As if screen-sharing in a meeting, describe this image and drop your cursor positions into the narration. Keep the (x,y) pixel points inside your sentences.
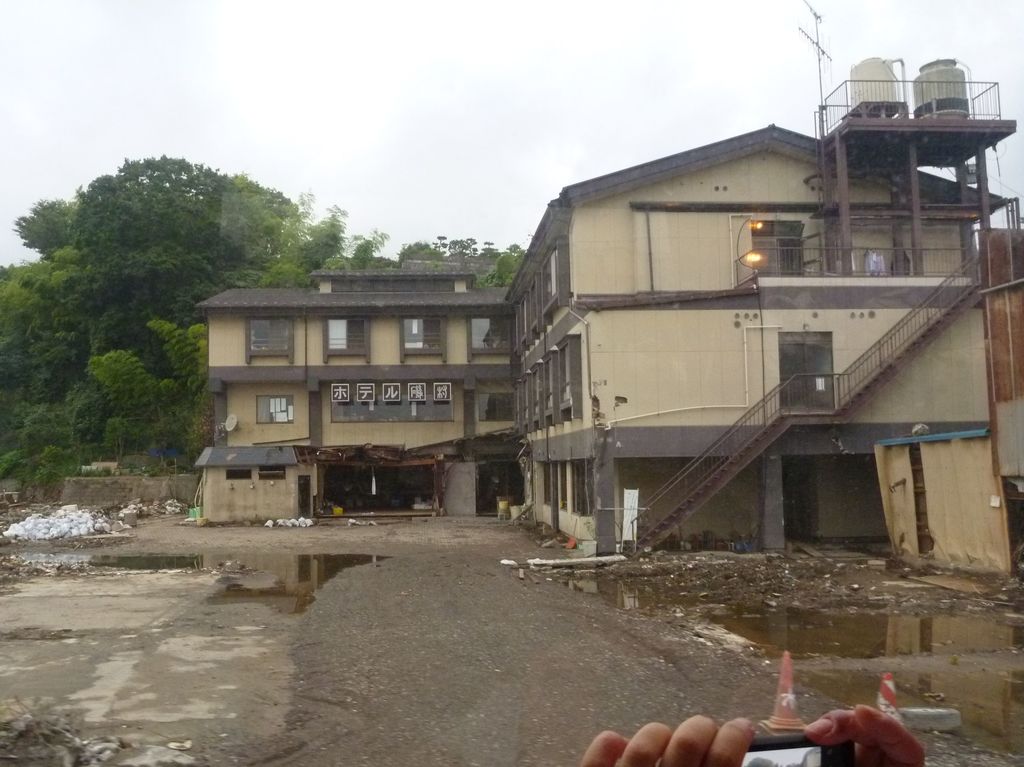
In this picture, we see a building (481,297) which is in brown and cream color. Beside that, we see the staircase (972,277) and we even see tanks (865,78) on top of the building (815,155). Beside that, there are trees (60,391). At the bottom of the picture (621,629), we see water (212,565) and stones (552,734). We even see the hands (855,750) of a human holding camera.
